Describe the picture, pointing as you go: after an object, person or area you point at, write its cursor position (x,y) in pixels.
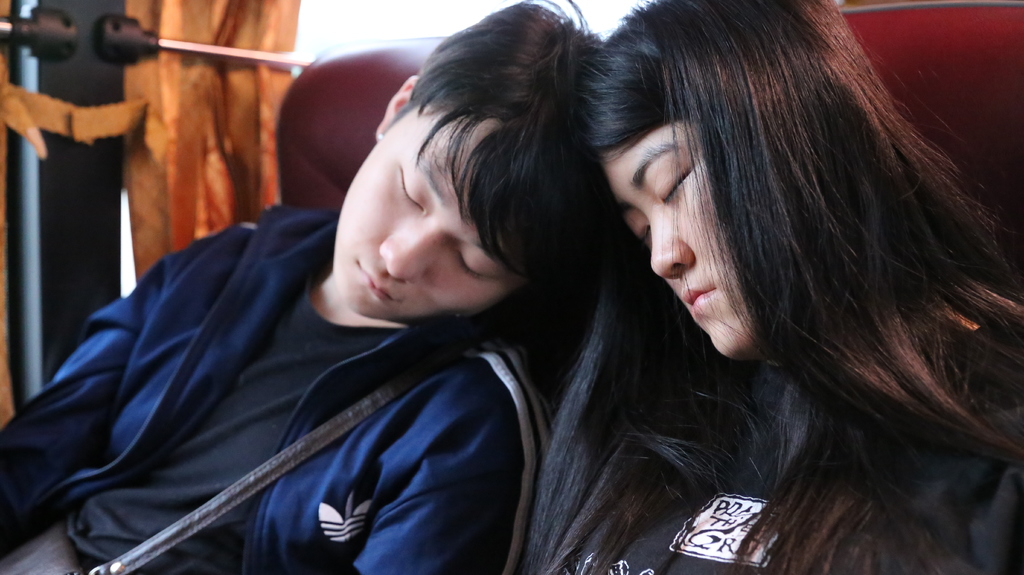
In the image we can see a man (367,436) and a woman (757,458) wearing clothes (518,440) and they are sleeping. They are sitting on the sofa (955,52). These are the curtains (184,161) and a handbag (63,548).
